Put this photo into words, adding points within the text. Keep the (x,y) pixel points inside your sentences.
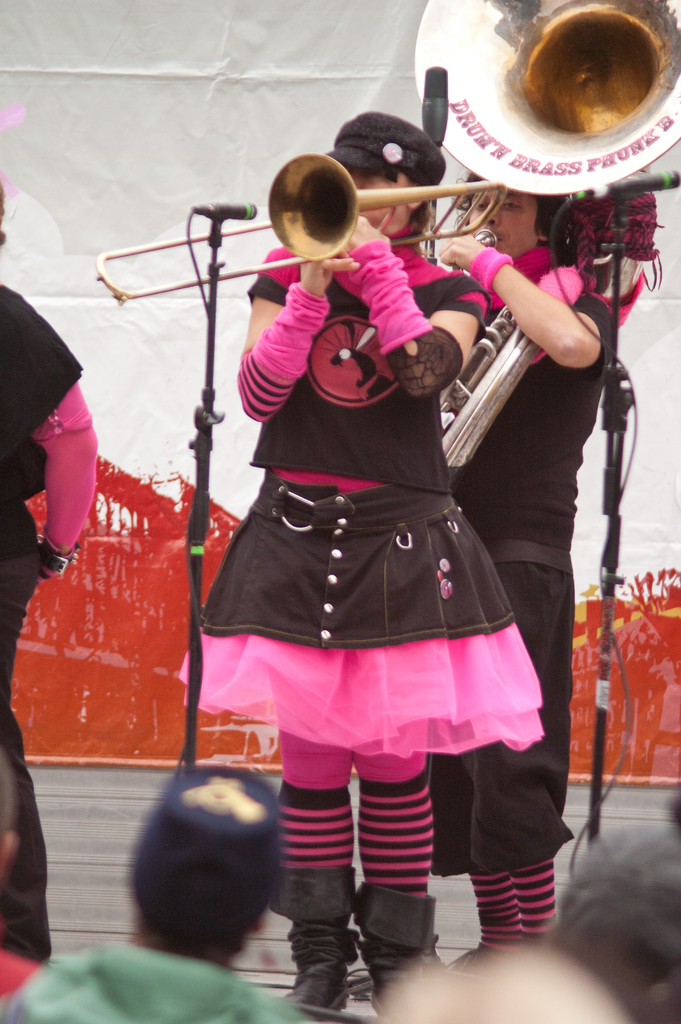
In the foreground of this image (366,490), there are two women (442,518) standing in black and pink dress (398,614) holding a trombone (339,229) and a sousaphone (537,129) in their hands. In the background (193,185), there is a wall (177,121). On the left (49,459) and bottom of the image (146,969), there are persons (425,971).
